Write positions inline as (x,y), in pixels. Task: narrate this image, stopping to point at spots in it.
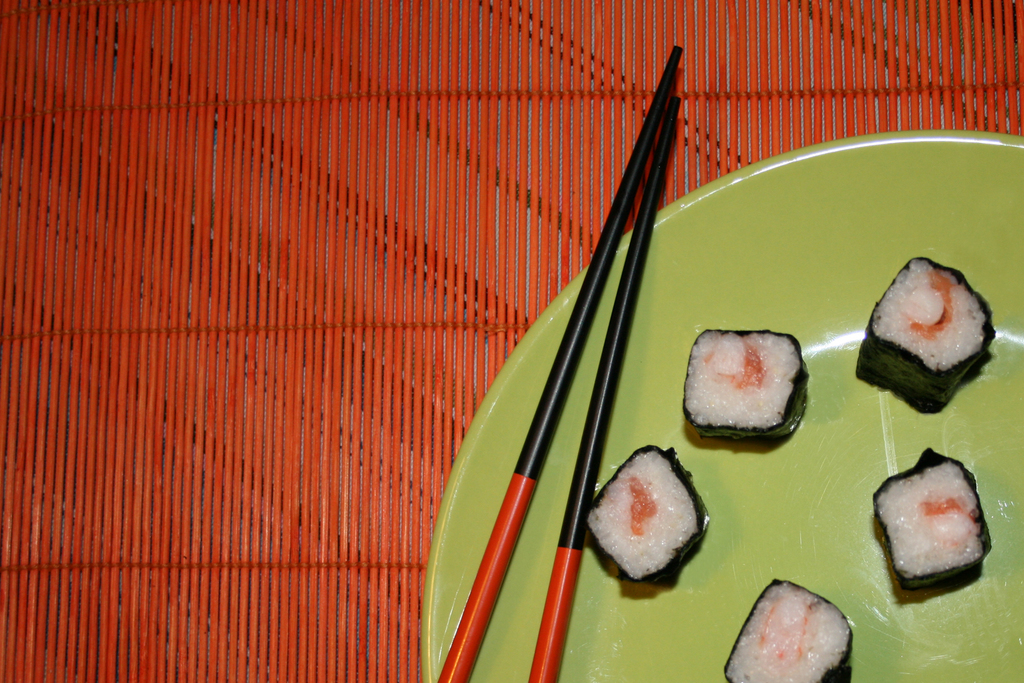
This is a picture of a table (435,294) on which plate (797,445) and chopsticks (561,548) are placed. On plate (734,324), we see some food (789,675) and the table (142,461) is red in color.
